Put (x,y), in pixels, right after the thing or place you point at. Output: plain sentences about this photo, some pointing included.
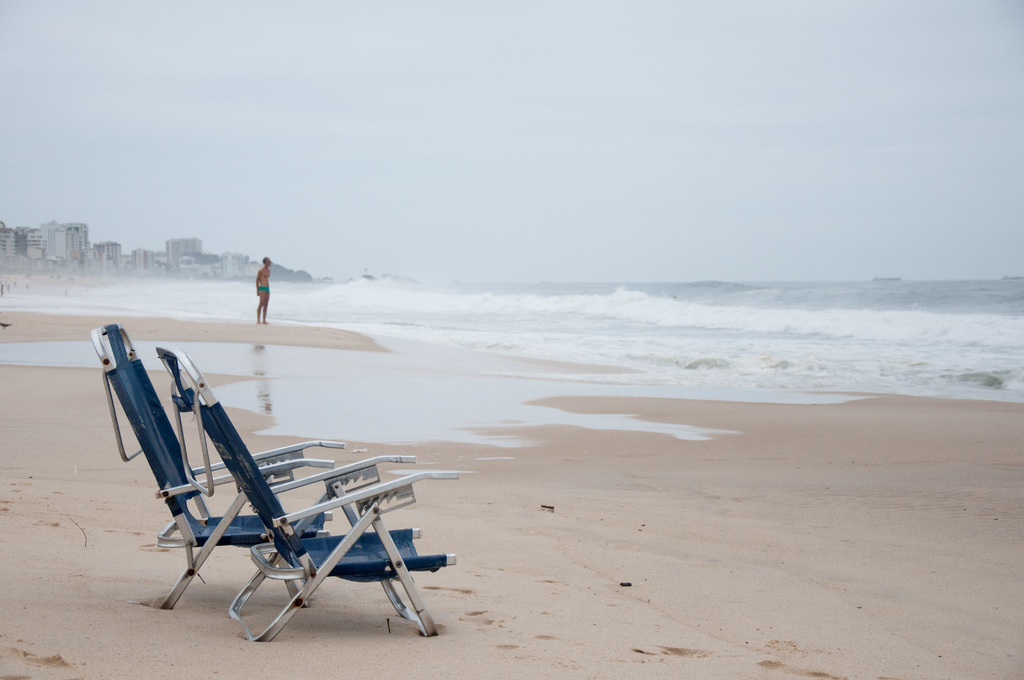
In the image I can see a beach (299,506) in which there are two chairs (307,542), person (269,277) and also I can see some buildings (86,249) to the side.
